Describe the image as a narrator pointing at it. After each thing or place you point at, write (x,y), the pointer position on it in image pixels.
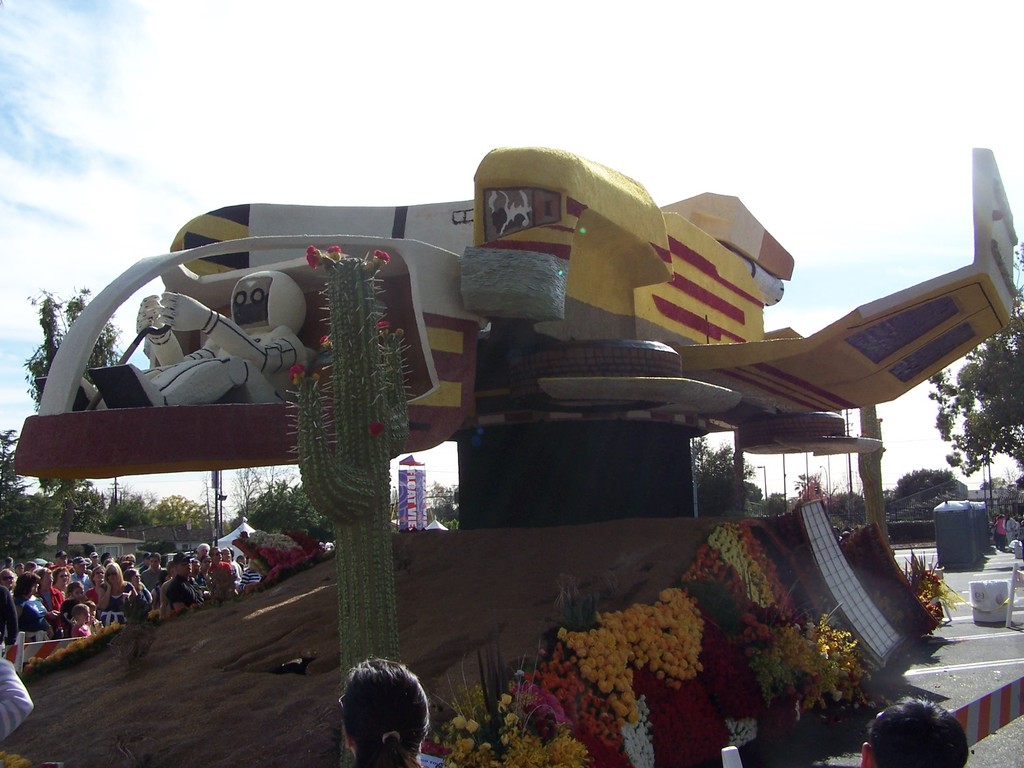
In the center of the image (508,343) we can see parade float (493,328). On the right side of the image (931,710) we can see persons (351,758), flowers (738,666) and trees (964,403). On the left side of the image (176,565) we can see persons (84,577) and trees (18,529). In the background (85,63) there are clouds (209,112) and sky (74,180).
